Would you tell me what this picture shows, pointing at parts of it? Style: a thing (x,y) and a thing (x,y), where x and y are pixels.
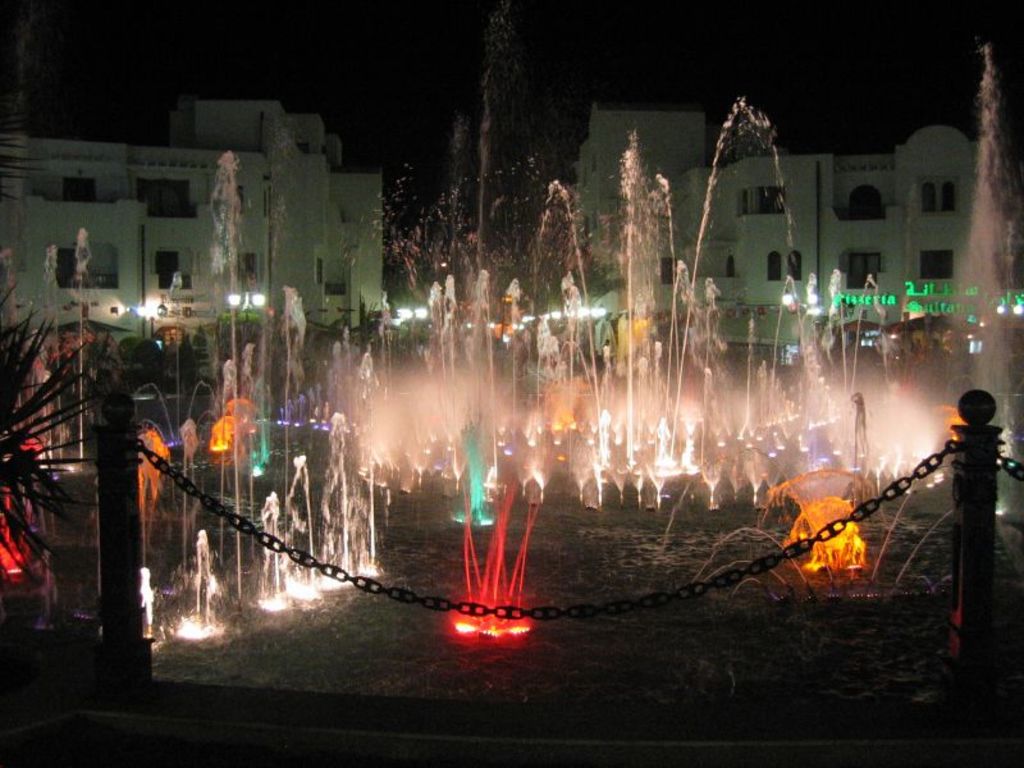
In this picture I can see the chains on the poles (123,500) and on the left side of this picture (30,415) I can see a thing (26,365). In the middle of this picture (444,340) I can see the fountains (604,399) and they're colorful. In the background (120,267) I can see the lights (908,286), buildings (190,231) and the sky (323,80).
